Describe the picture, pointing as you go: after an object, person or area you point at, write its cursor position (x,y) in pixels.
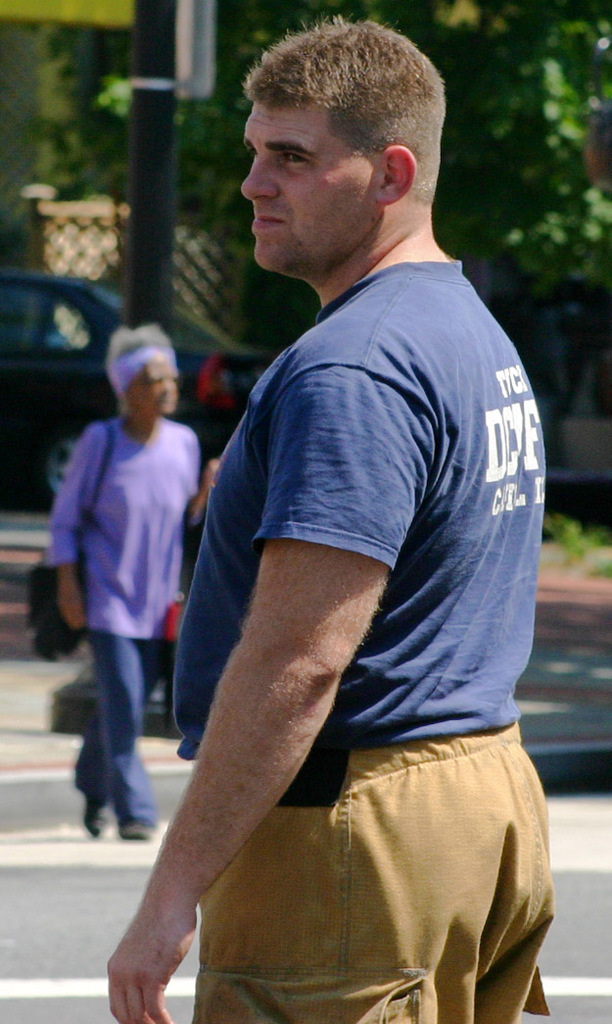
In this image there is one person (366,695) standing in middle of this image (382,629) is wearing blue color t shirt (430,497) and there is one women (174,579) standing at left side of this image (104,586) is holding a handbag (46,617) and there is a car (100,350) at left side of this image (97,343) and there are some trees (289,281) in the background (284,288).
